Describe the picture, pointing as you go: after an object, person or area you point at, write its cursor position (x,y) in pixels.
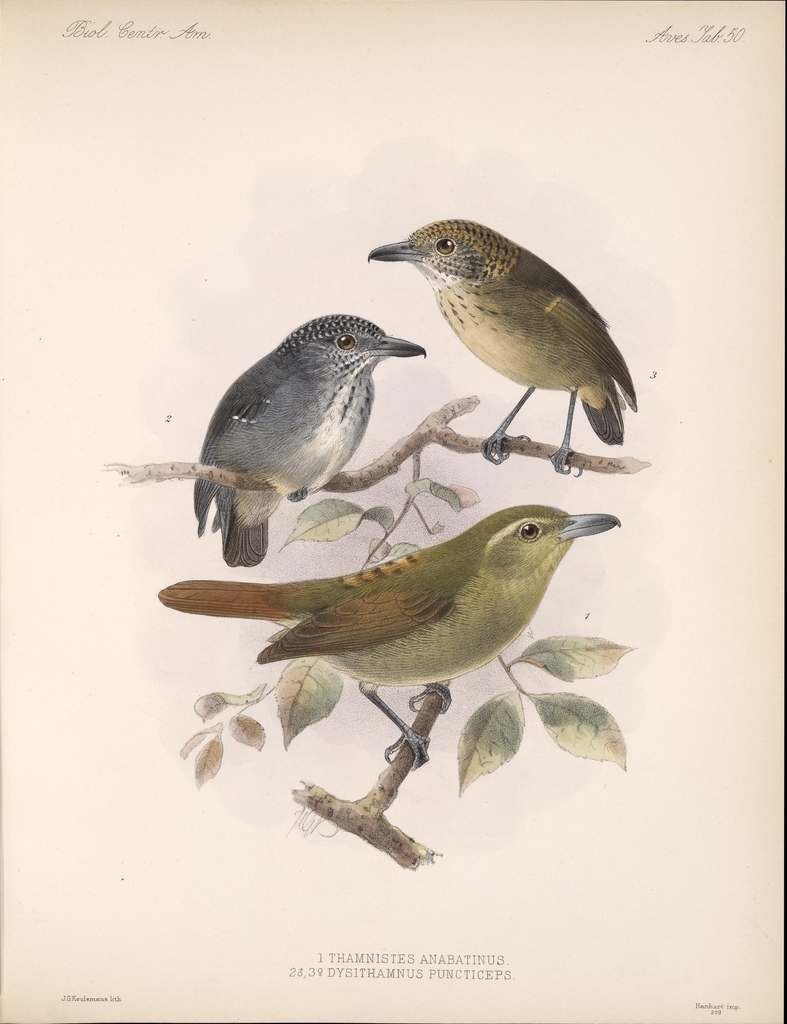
In this image we can see a paper (505,267). On this paper (472,332) we can see pictures (365,830) of birds (422,632), branches (392,780), and leaves (583,756). At the top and bottom of the image (470,973) we can see something is written on it.
